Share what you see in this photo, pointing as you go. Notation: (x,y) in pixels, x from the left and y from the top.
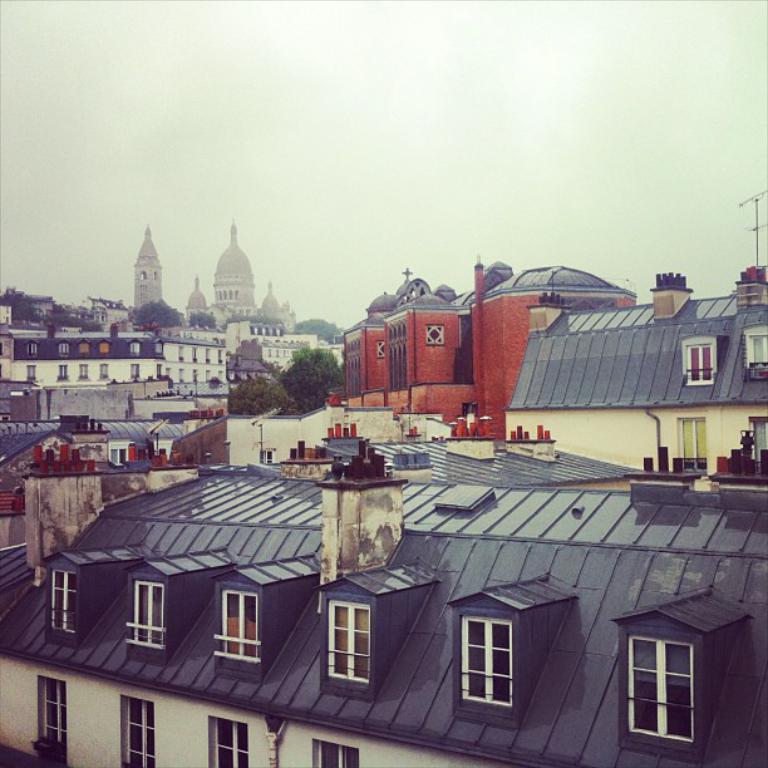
In this picture we can see so many building (289,455) and some trees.
